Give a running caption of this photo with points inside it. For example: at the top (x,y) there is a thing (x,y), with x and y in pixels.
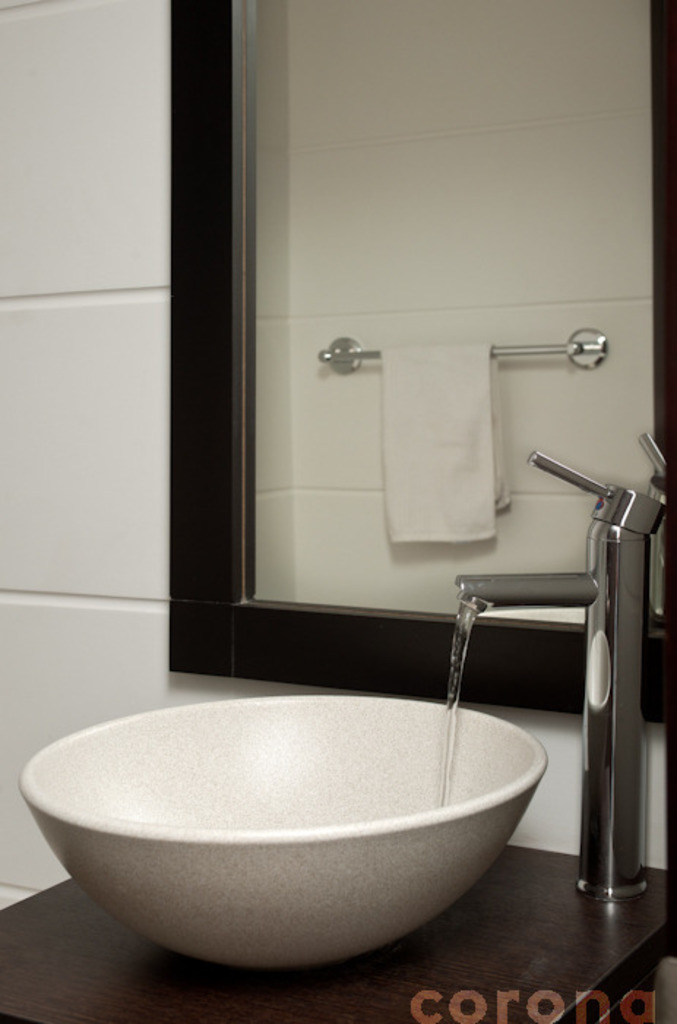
In the image we can see a water tap (579,587) and water (459,659) is falling from it. This is a basin (257,781) and a wooden surface (493,892). There is a mirror (354,163) and in the mirror (343,299), we can see the reflection (358,368) of a hanger (365,353) and the towel (464,392) on it.
